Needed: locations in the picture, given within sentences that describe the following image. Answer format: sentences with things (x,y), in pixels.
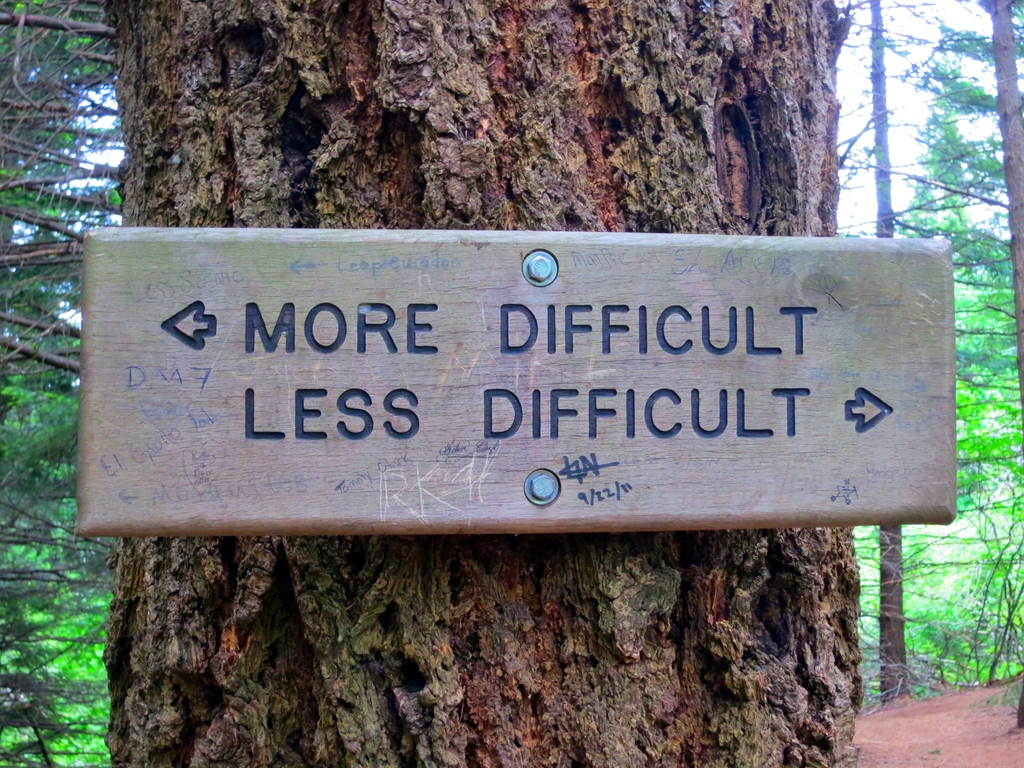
In this picture there are trees (350,137). In the foreground (461,241) there is a board (461,241) on the tree (431,8) and there is text (635,408) on the board (508,447). At the top (911,49) it looks like sky (899,10). At the bottom (909,720) there is ground (952,700).
